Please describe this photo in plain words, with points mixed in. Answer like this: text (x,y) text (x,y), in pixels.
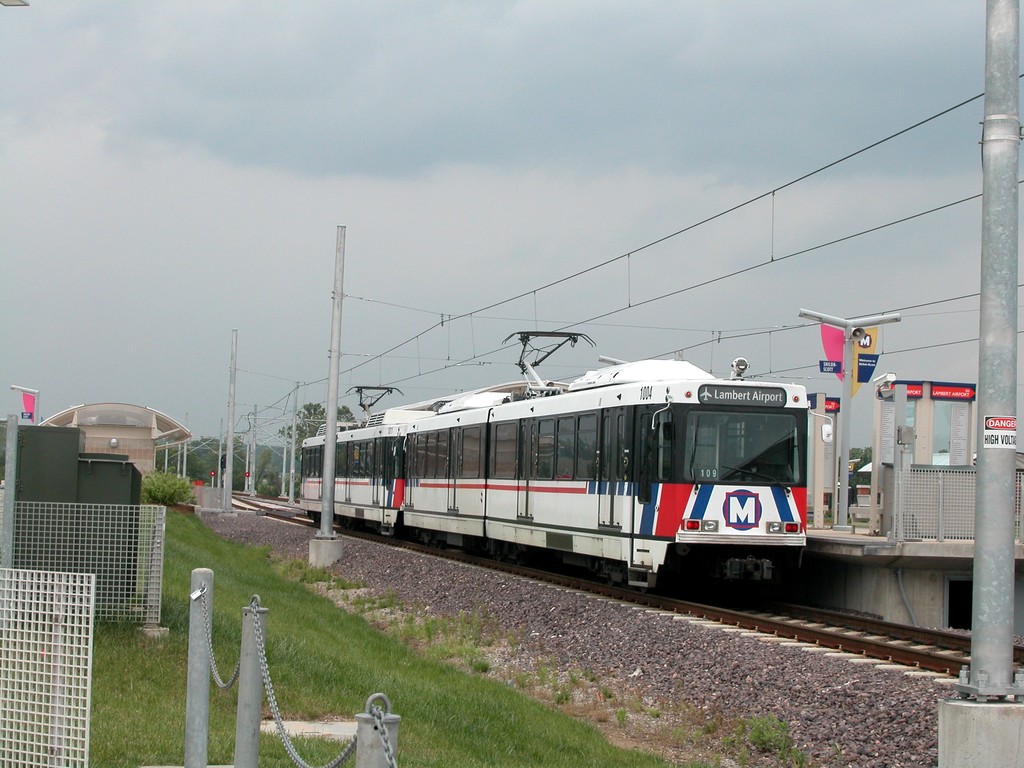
In the image we can see the train (413,452) on the train track (650,603). Here we can see electric poles (293,428) and electric wires (567,278). Here we can see mesh (49,654), grass (461,680), stones (705,679) and the cloudy sky (138,144).
